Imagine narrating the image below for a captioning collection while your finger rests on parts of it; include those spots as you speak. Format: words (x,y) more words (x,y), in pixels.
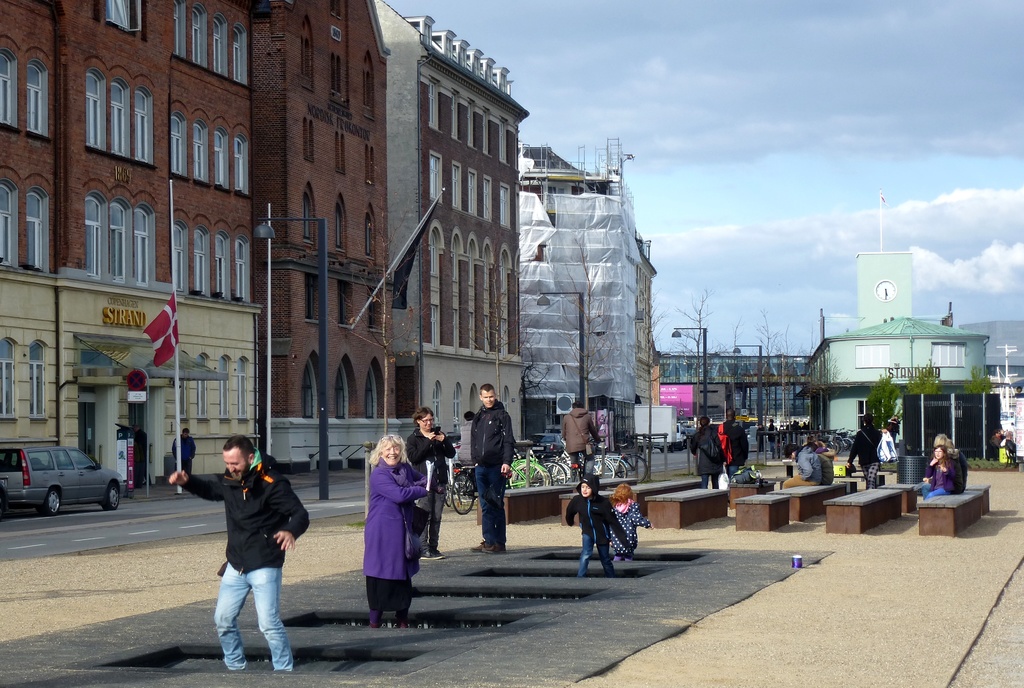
There is a man (268,521) in black color coat (272,516), standing in the small pit (268,654). In the background (392,536), there is a woman (375,496) standing in the small pit (360,620), back to her, there are two children (619,506) standing in small pits (625,570), near two persons (500,413) standing on the floor (443,563), there are persons (865,433) walking on the ground (210,542), there are vehicles (557,454) parked, there is a vehicle (29,476) on the ground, there are buildings (891,303), there are trees (537,384) and clouds (813,219) in the blue sky (783,183).
